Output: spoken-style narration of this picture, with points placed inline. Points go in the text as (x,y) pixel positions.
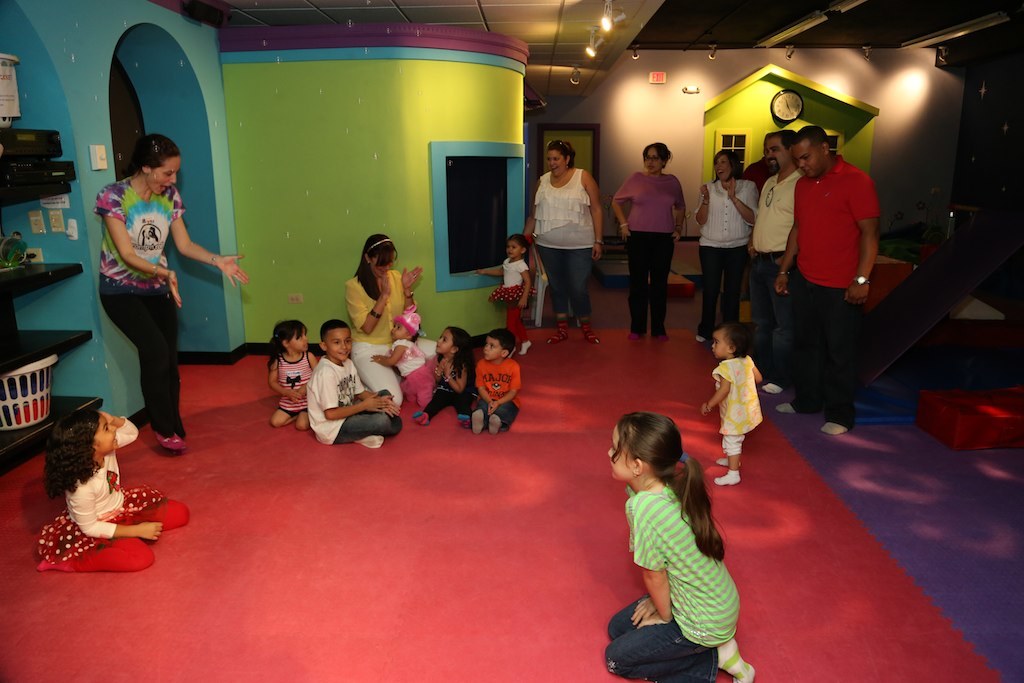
In this picture we can see a few kids (356,376) are sitting on a red carpet (540,386). Some people (794,248) are standing on the carpet (198,400). There is a basket (8,378) and other objects (14,259) on the shelves (5,361). We can see a wall clock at the back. There are some lights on top (595,30).
